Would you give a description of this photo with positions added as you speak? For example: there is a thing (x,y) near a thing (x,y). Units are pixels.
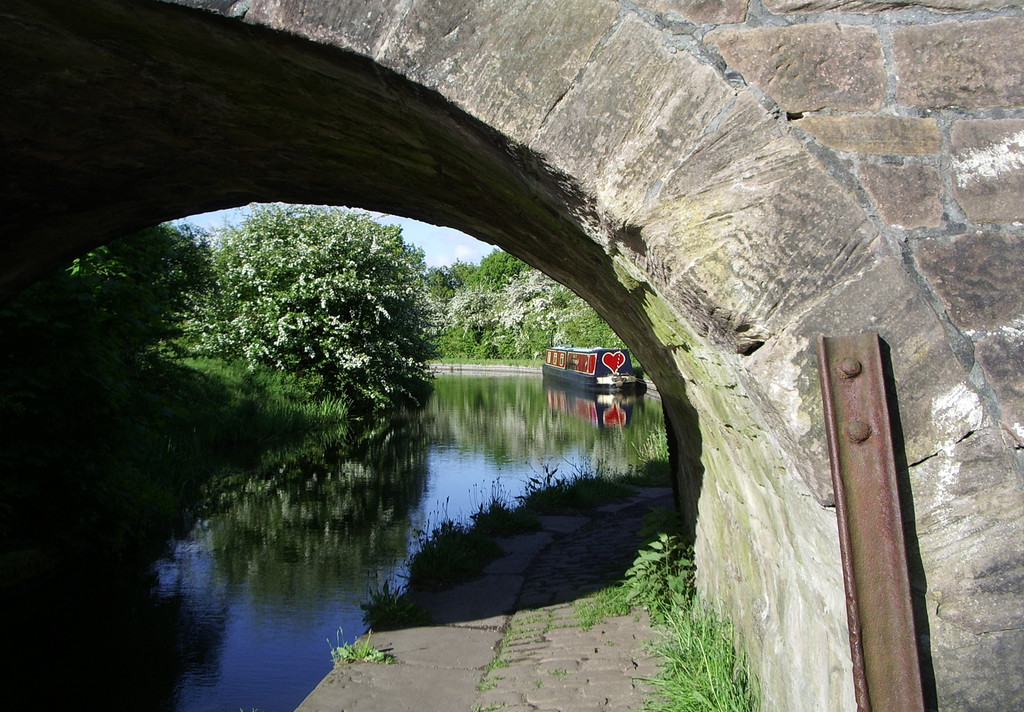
In this image we can see an arch (258,139). Also there is water (457,447). On the water (547,391) there is a boat (593,348). In the background (279,283) there are trees (273,275). Also there is sky (191,218). On the right side (869,623) we can see an iron rod (862,591).
